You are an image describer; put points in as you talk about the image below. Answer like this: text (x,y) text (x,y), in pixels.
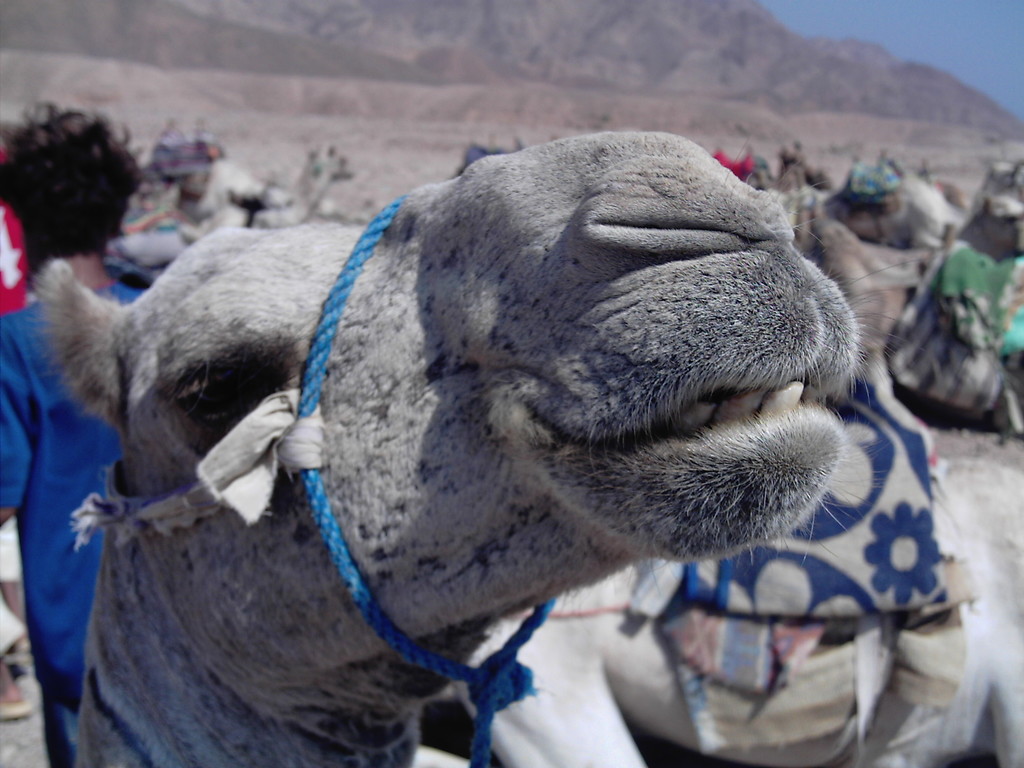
In this picture there is a camel face (722,474), beside that I can see some people (98,215) who are standing. In the back (608,653) I can see many camels (985,198) who are sitting on the ground (270,162). In the background (480,102) I can see the mountain (459,45). In the top right corner (888,32) I can see the sky (921,41).
